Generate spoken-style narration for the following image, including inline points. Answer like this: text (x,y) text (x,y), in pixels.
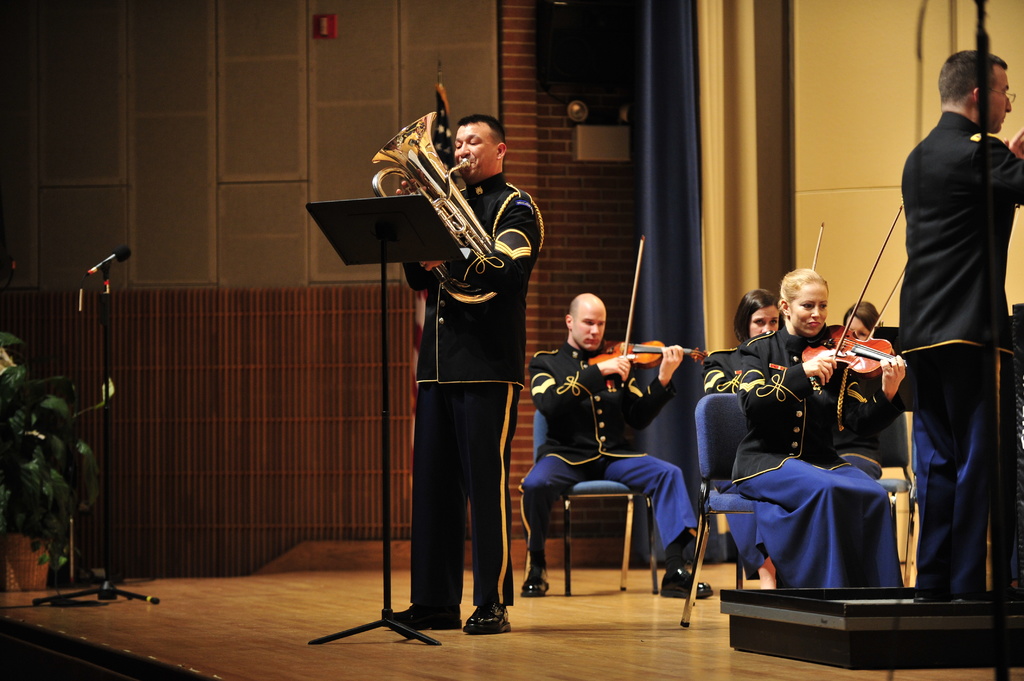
In the image we can see two persons (969,297) were standing and one holding euphonium (481,233). And the four persons (589,307) were sitting on the chair (713,468) and holding violin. In front there is a microphone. In the background (662,112) there is a wall (518,108), curtain (689,179) and plant (38,407).
